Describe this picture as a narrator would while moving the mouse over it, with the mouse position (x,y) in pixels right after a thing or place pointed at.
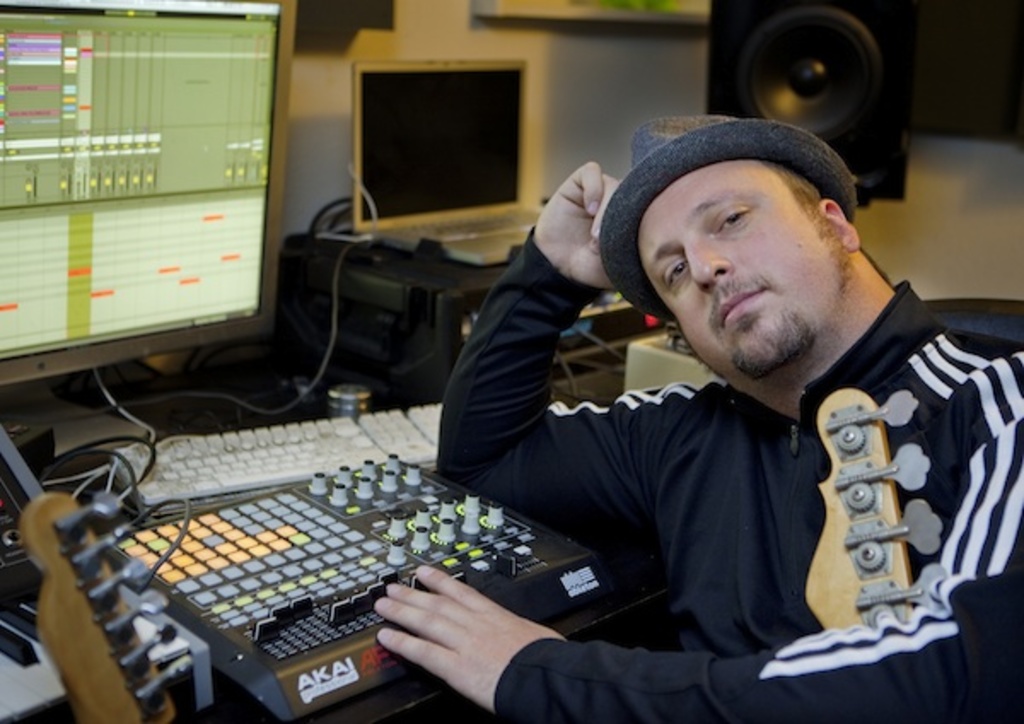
In this image we can see a person (949,359) wearing dress (989,453) and hat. To the left side of the image (327,619) we can see some devices (279,566), keyboard (301,472), screens (240,207) and cables (310,385) are placed on the table (222,718). In the foreground (265,702) we can see some musical instruments (899,573). In the background (910,20), we can see a speaker (854,30) and laptop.
